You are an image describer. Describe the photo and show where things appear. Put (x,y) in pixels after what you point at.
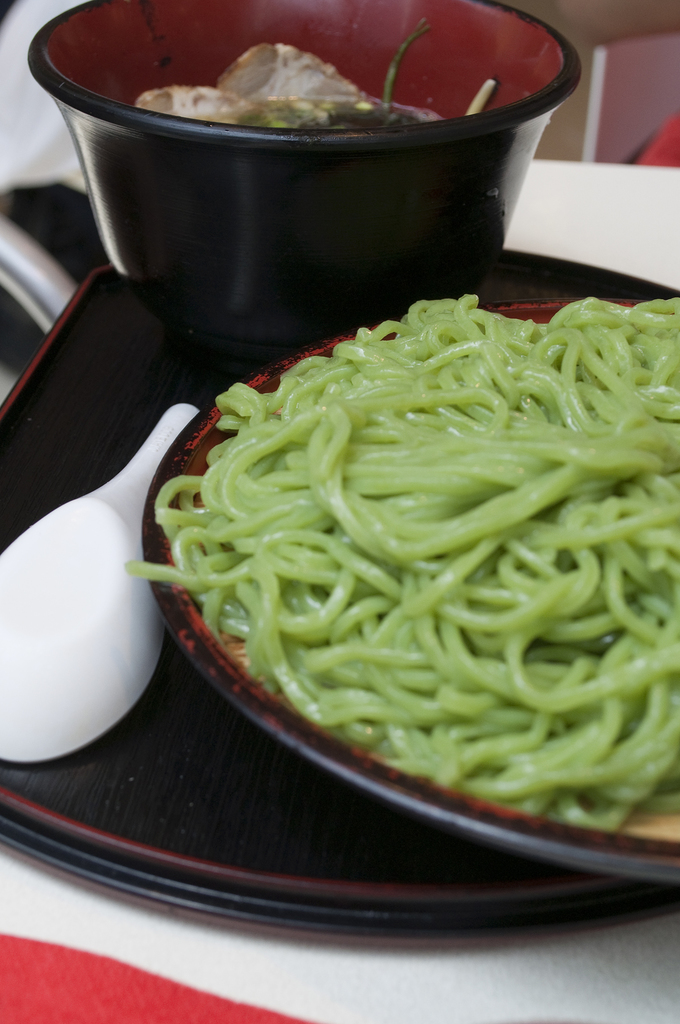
In this image there is a plate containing noodles (496,509), spoon (73,542), bowl (184,265) and a tray (238,813) placed on the table (357,980).
